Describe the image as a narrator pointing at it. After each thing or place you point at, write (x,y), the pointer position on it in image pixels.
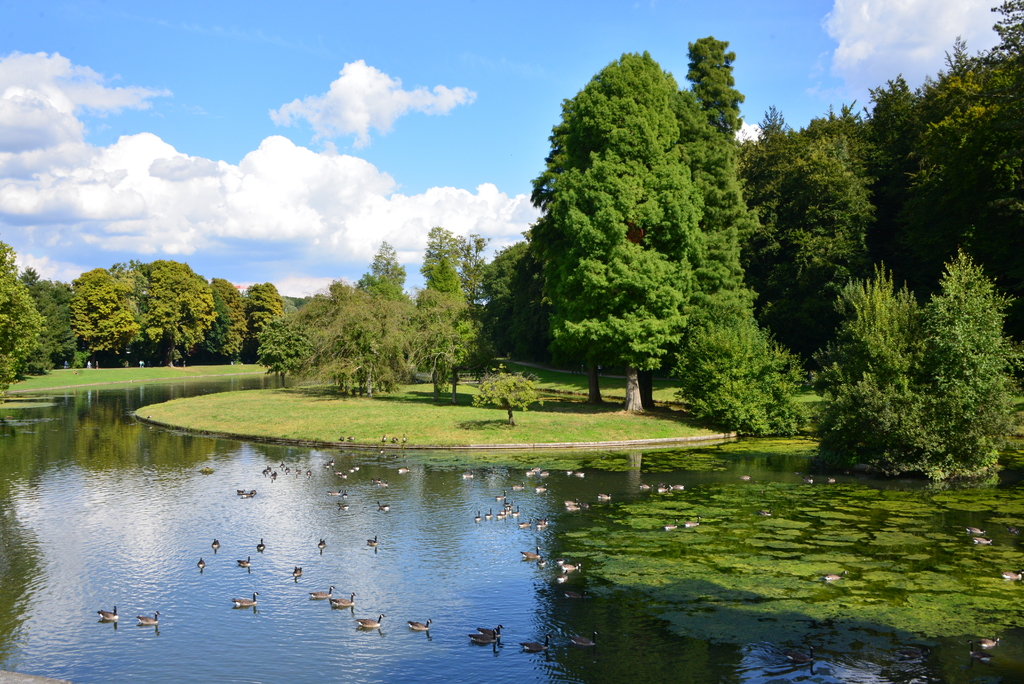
In the image we can see there are many ducks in the water (369,607). This is a water (149,540), grass (410,417), plant (490,399), trees (481,335) and cloudy pale blue sky (362,154).
